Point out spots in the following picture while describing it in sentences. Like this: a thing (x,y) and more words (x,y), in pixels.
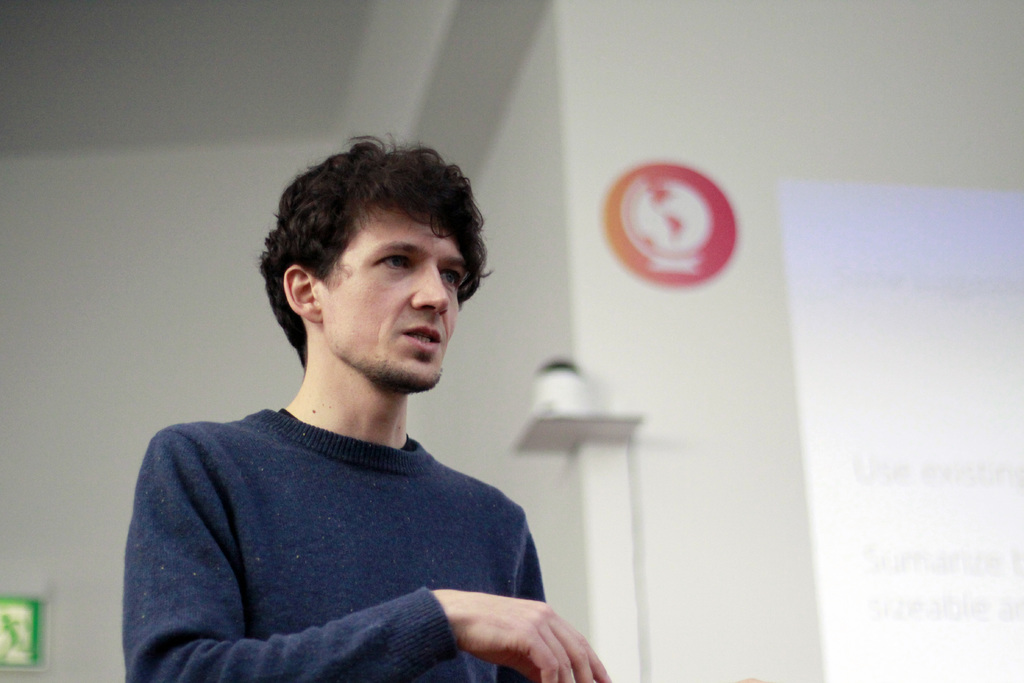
In this image we can see a man (351,447) standing. In the background (114,341) there are walls (504,349) and a display screen (845,477).
